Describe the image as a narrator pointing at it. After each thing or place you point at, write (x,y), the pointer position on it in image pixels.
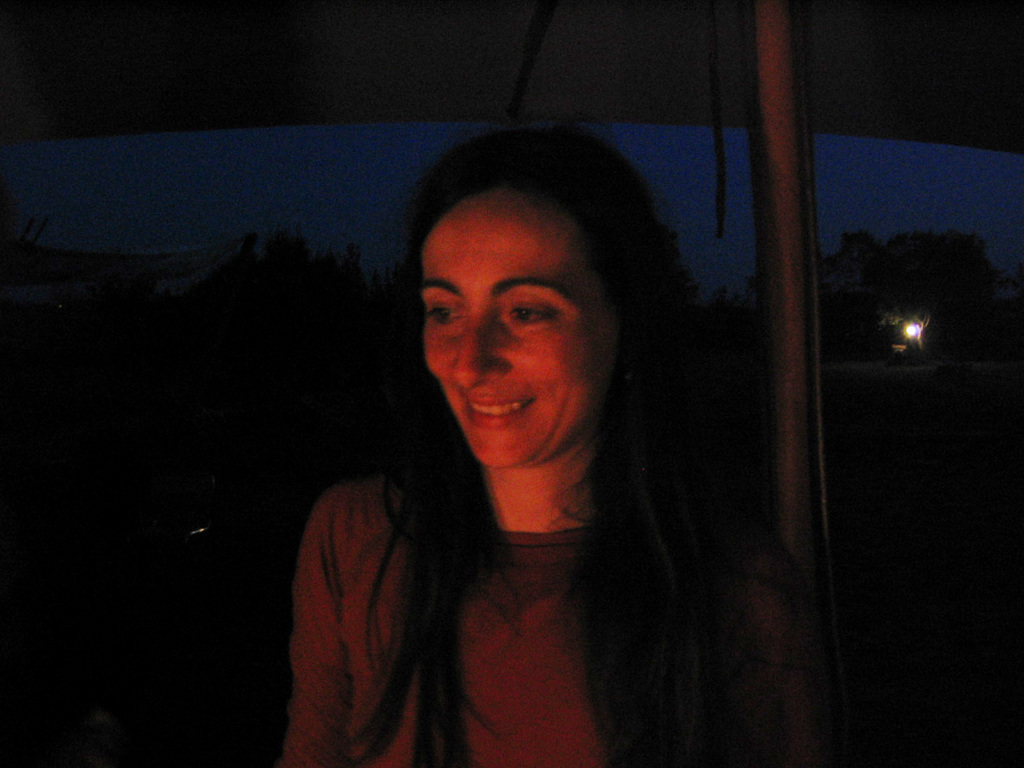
This picture is completely dark. Here we can see a light (914,330). Here we can see a woman (658,338) standing near to a pole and she is smiling.
